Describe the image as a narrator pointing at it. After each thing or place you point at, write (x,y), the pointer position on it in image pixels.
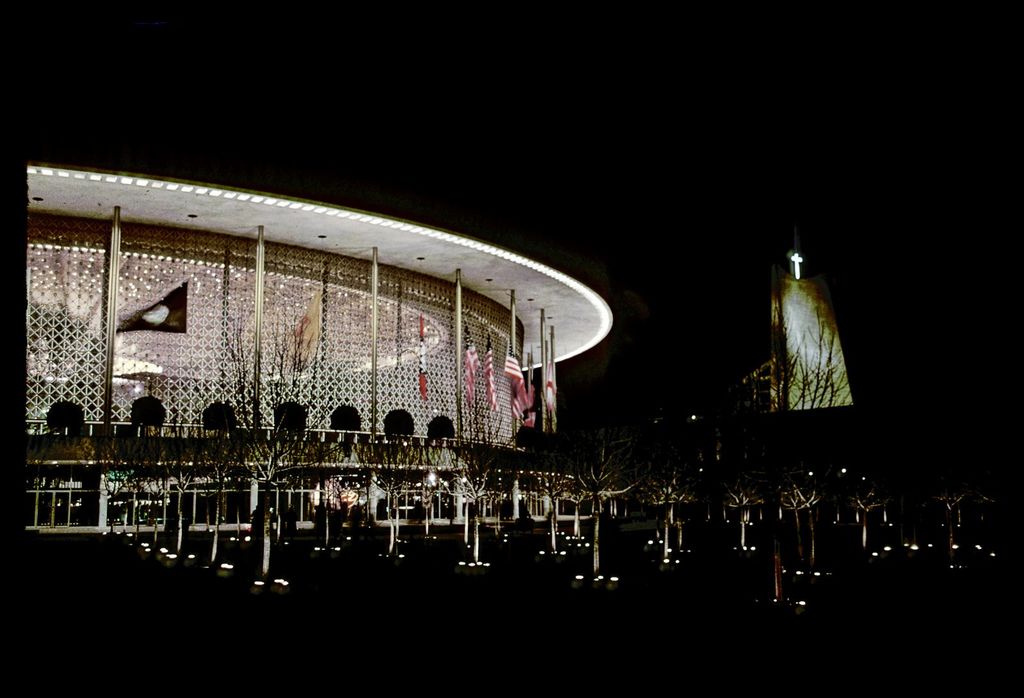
In this picture we can see a building (178,371). In front of the building (226,347), there are flags (305,334), trees (463,498) and lights (429,478). On the right side of the image (800,276), there is a holy cross symbol (795,263). Behind the building (385,280), there is the dark background (448,19).
